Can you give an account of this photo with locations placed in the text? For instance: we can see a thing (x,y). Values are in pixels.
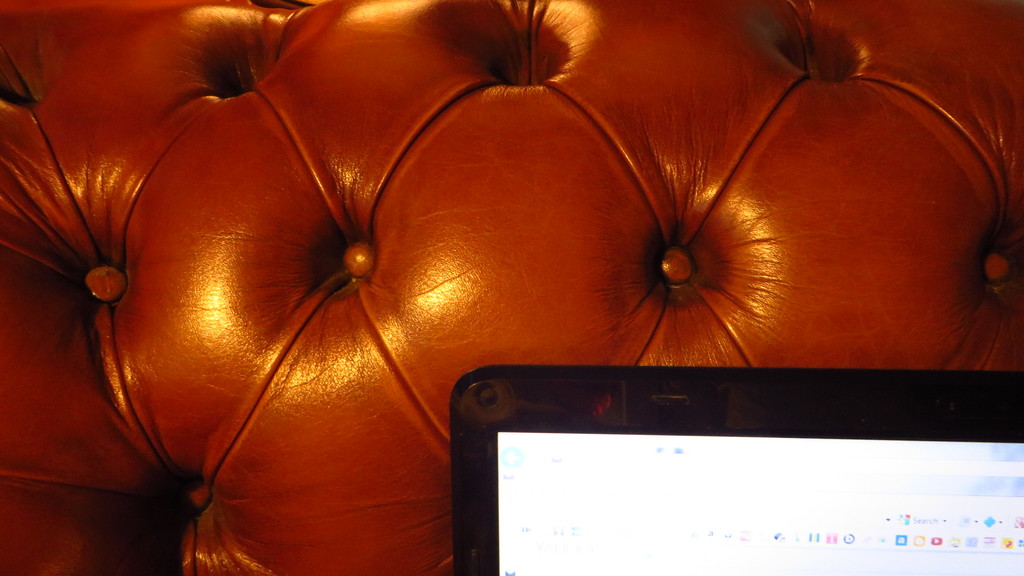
In this image on the right side (779,495) we can see a laptop screen (611,495) and in the background (238,303) we can see the couch (391,214).
